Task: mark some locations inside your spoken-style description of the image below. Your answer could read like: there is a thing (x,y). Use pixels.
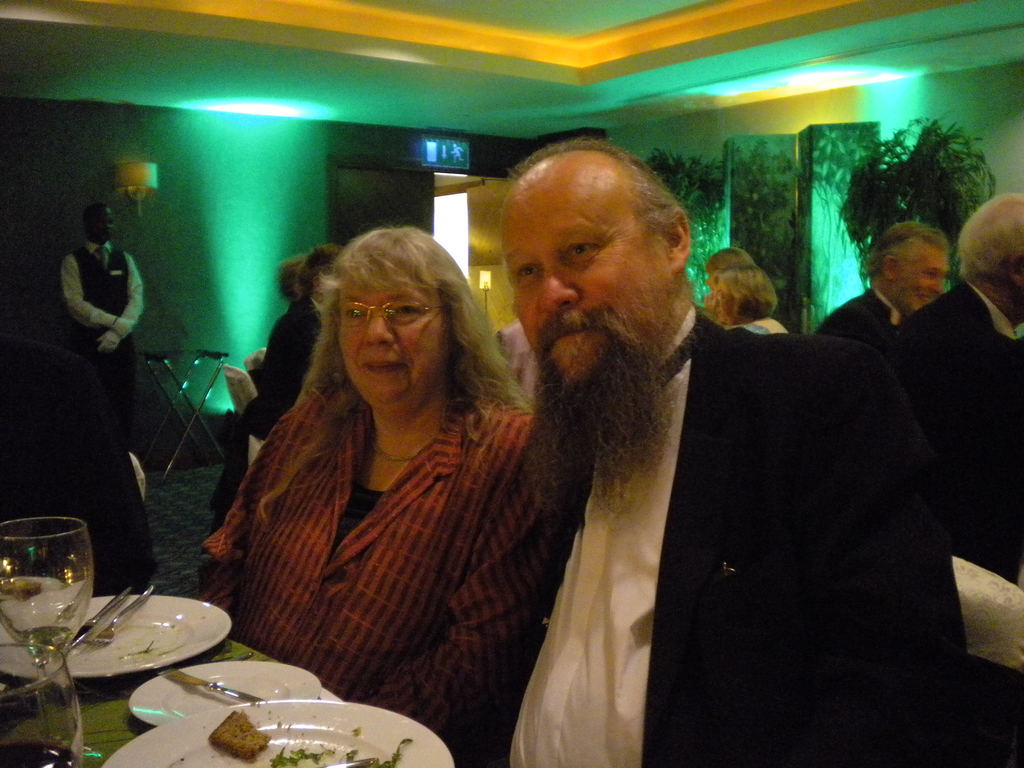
In this image I can see group of people (325,574), some are sitting and some are standing. In front (688,648) the person (701,650) is wearing black and white color dress (604,631) and I can see few plants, glasses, spoons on the table (115,712). Background (313,234) I can see few lights (257,104) and I can also see a lamp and the wall (999,171) is in green color.
